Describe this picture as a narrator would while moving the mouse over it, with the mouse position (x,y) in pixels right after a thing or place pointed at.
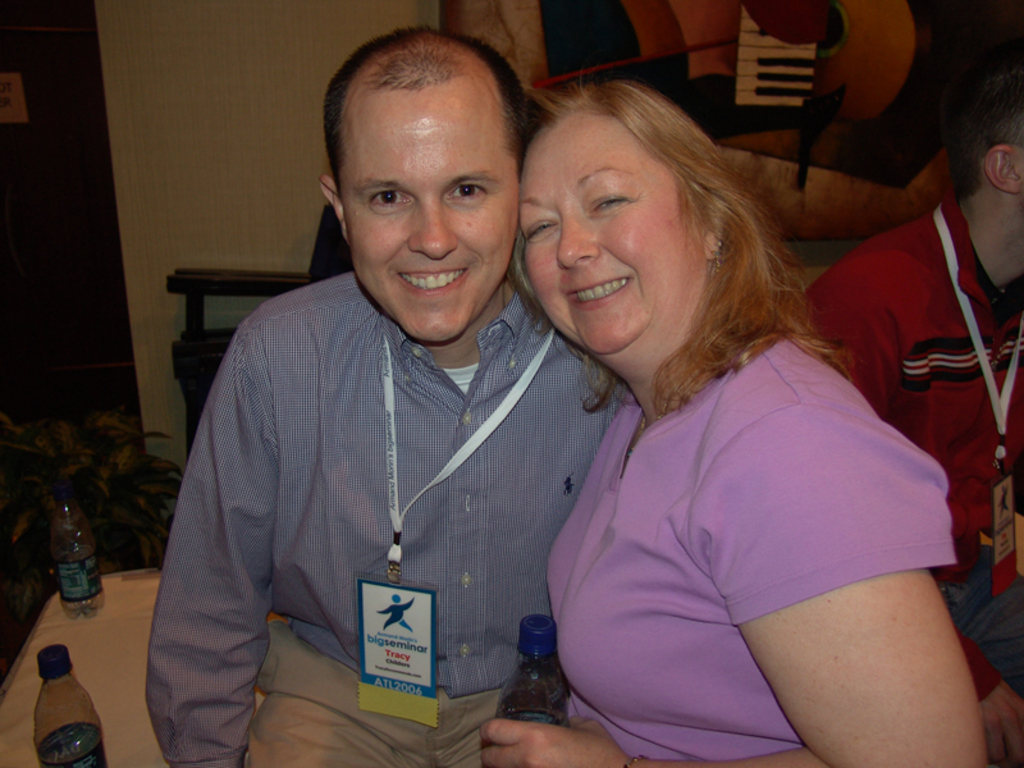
On the right (785,381) there is a woman (728,477) she wear violet dress (727,554), she is smiling, her hair (618,117) is shoulder length. On the left (302,502) there is a man (460,558) he wear check shirt (318,478) and trouser (331,686), he is smiling. On the left (97,647) there is a table (115,637) on that table (108,648) there are two bottles (61,557). In the background (144,247) there are some, wall (151,158), plant (134,467) and chair (201,352).
